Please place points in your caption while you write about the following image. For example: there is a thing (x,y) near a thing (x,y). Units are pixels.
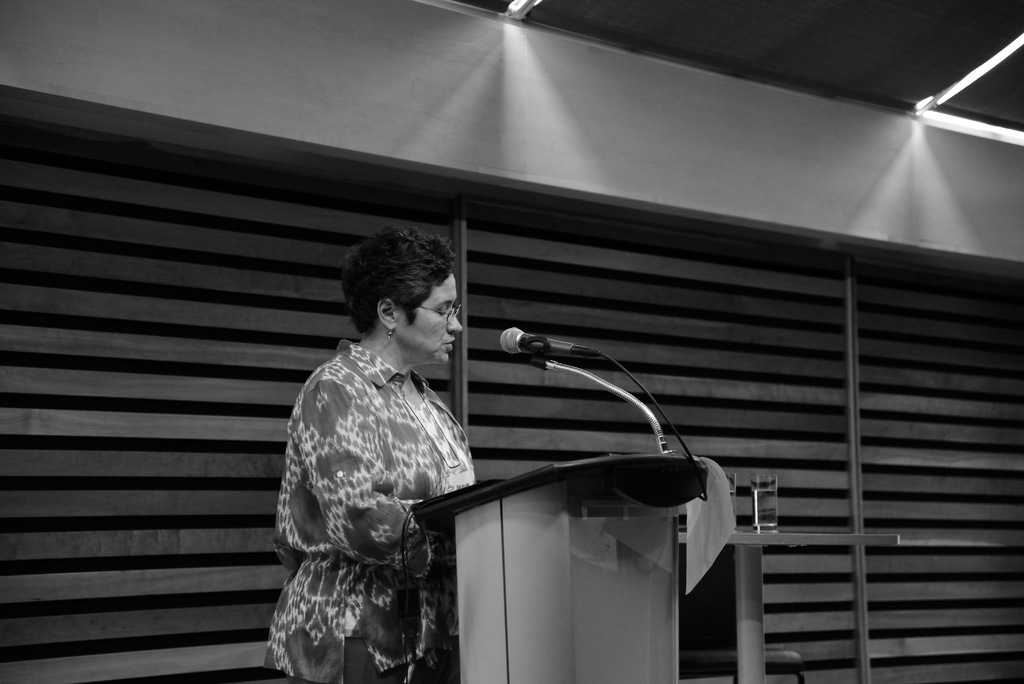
This is a black and white image. In the center of the image (426,247) we can see woman (367,562) standing at the desk (538,562). In the background (582,204) there is wall (271,191).
